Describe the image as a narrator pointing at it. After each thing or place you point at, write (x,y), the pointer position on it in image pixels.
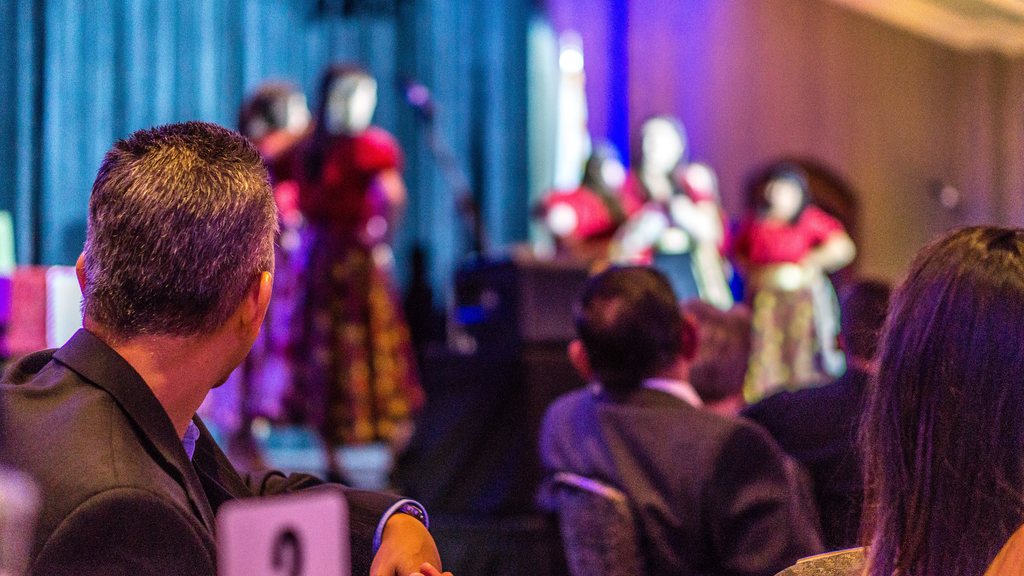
In the picture I can see people (355,419) among them some are sitting on chairs (592,527) and some are standing. The background of the image (543,187) is blurred.
